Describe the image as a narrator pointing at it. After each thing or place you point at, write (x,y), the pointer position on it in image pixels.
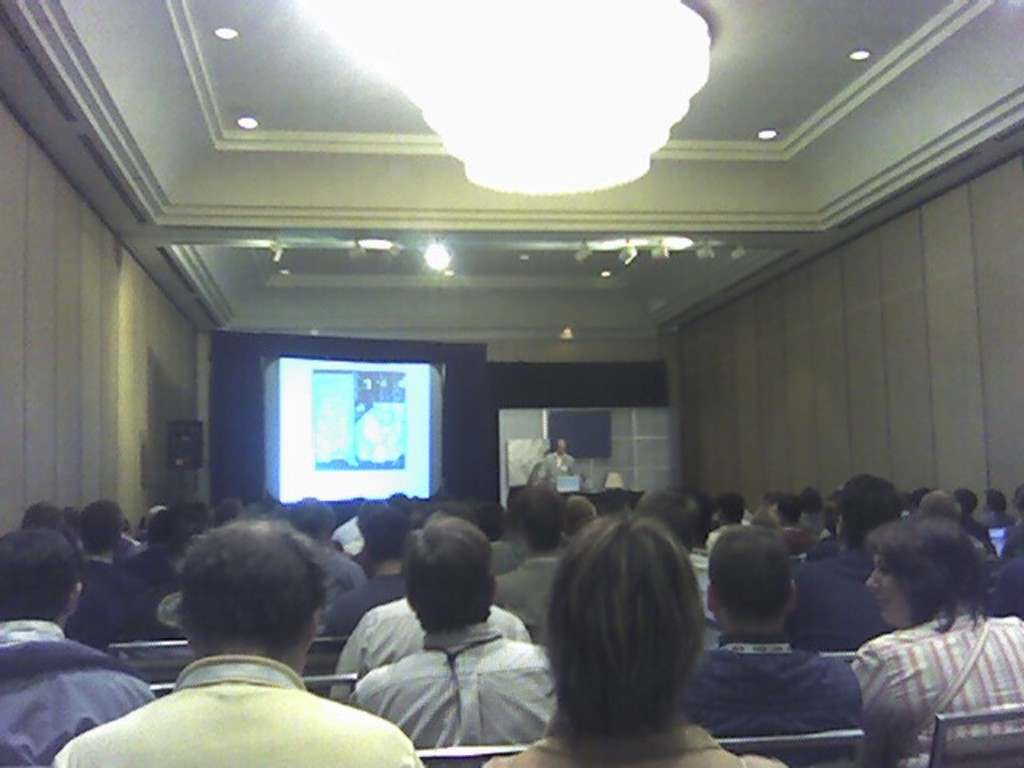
In this image we can see many people (661,649) sitting in an auditorium (586,462). There is a screen (369,456) in the image. A person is standing in the image. There are few objects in the image. There are few lamps (366,239) in the image. There is an object (180,459) on the wall (156,464) at the left side of the image (191,458).
